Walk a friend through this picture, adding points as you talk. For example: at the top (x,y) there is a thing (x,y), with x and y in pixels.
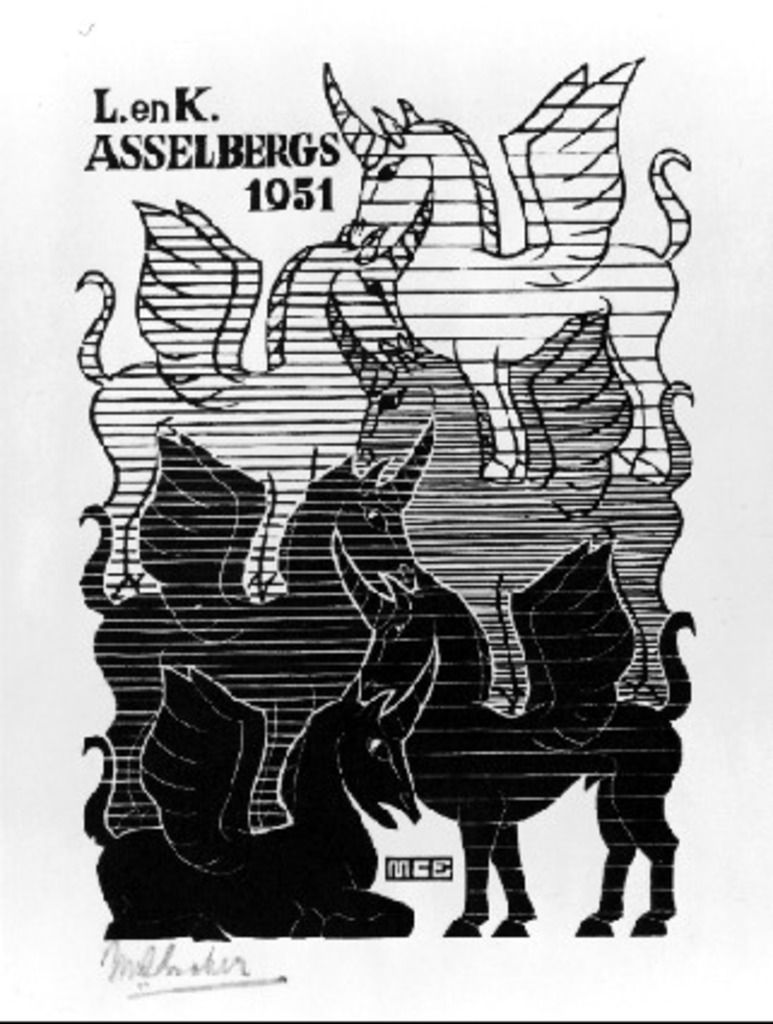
In this picture there is a black and white print (438,442) of winged unicorns (520,489). On the top (180,104) and at the bottom (101,966), there is some text (200,948).
